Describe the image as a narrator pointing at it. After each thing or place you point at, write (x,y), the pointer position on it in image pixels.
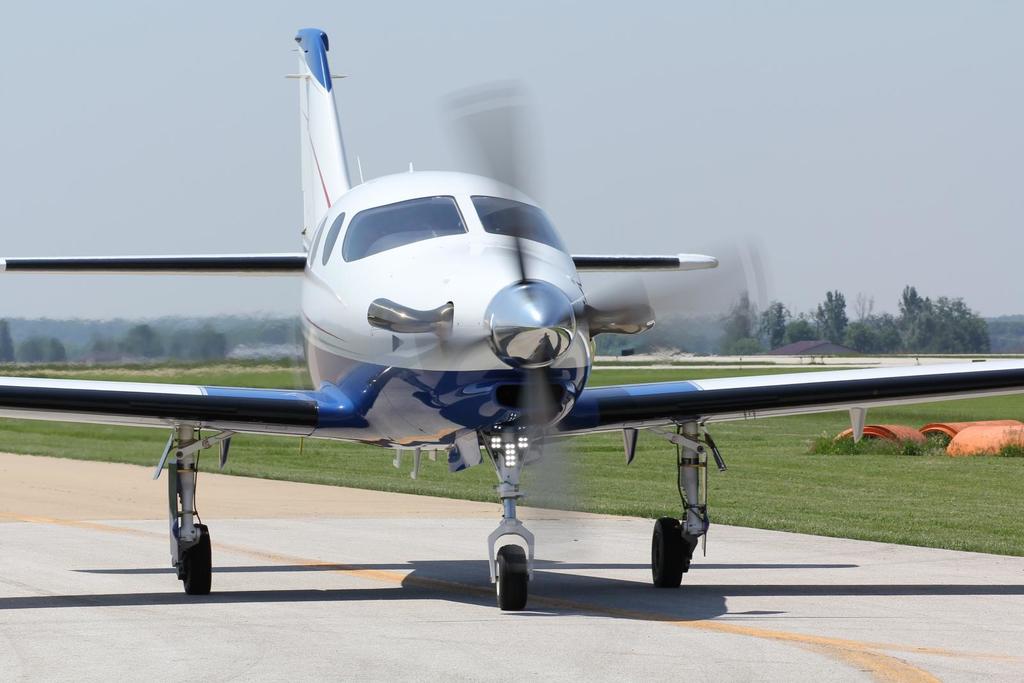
Here we can see an aeroplane (353,342) on the road (501,674). In the background (974,421) there are objects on the right side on the grass (635,464) and we can see trees (42,333) and sky (734,163).
